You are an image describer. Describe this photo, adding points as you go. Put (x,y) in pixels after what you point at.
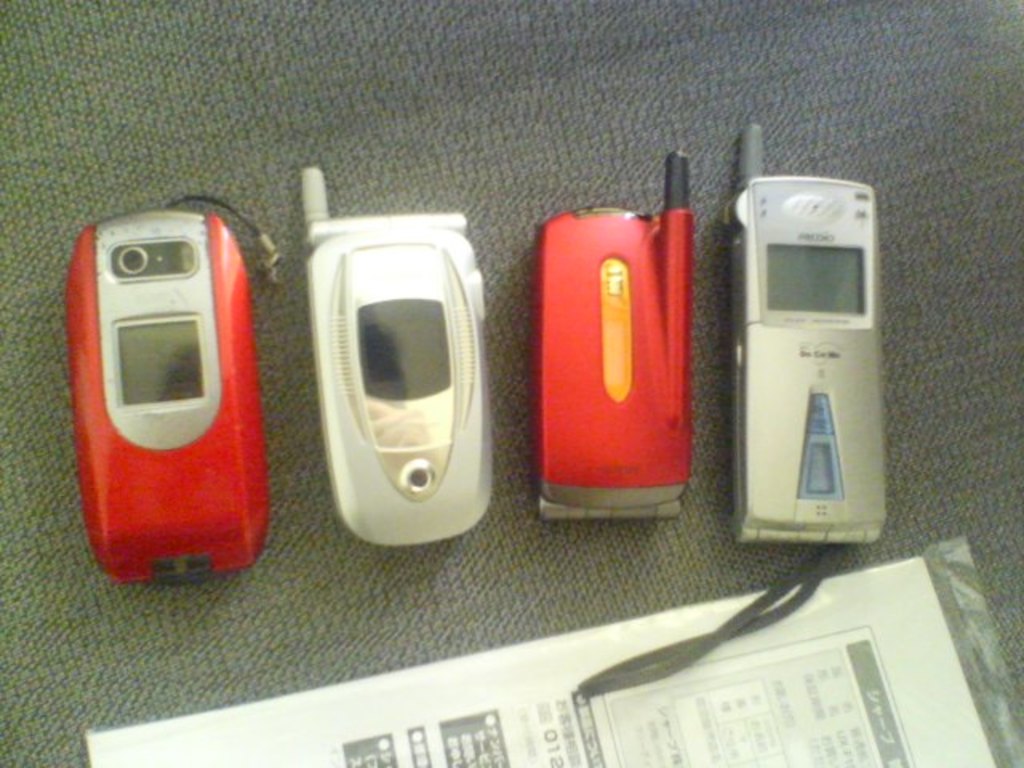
In this image I can see the grey colored surface (479,122) and on it I can see four mobiles (473,287) which are grey, red and white in color. I can also see a paper (694,682) in the cover (698,704).
